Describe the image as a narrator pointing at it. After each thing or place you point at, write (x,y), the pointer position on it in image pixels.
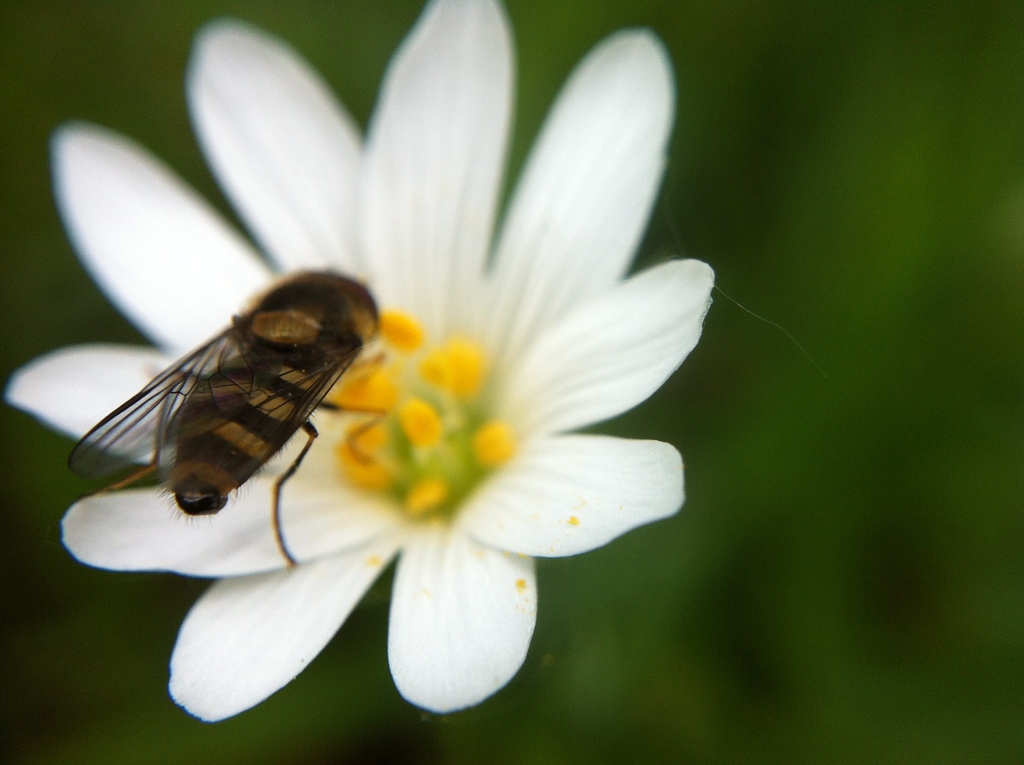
In this image we can see an insect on the flower (413,420). There is a green color background (75,58).
